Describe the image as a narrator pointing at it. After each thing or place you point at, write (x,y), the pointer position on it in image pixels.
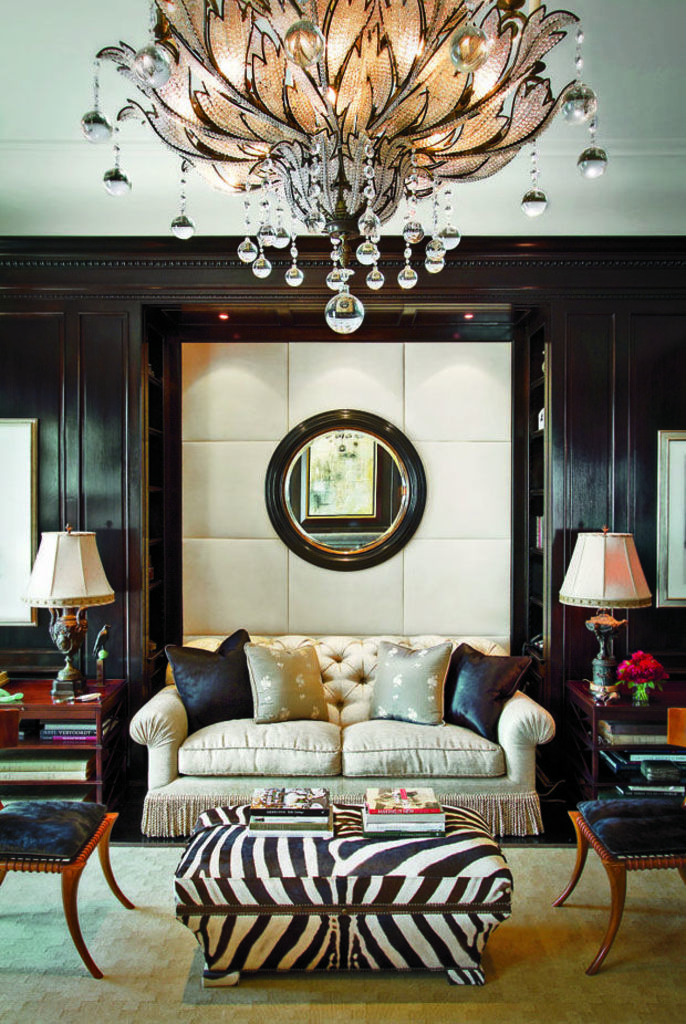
Here we can see couch (534,725) present in the middle (230,650) with cushions (308,714) on it and there are chairs (66,813) at the either side of the couch (329,697) and there are lamps (56,548) at the either side of the couch (166,708) and at the top (192,46) we can see a chandelier (413,136) and to the wall (351,405) there is a mirror (314,553) present.
